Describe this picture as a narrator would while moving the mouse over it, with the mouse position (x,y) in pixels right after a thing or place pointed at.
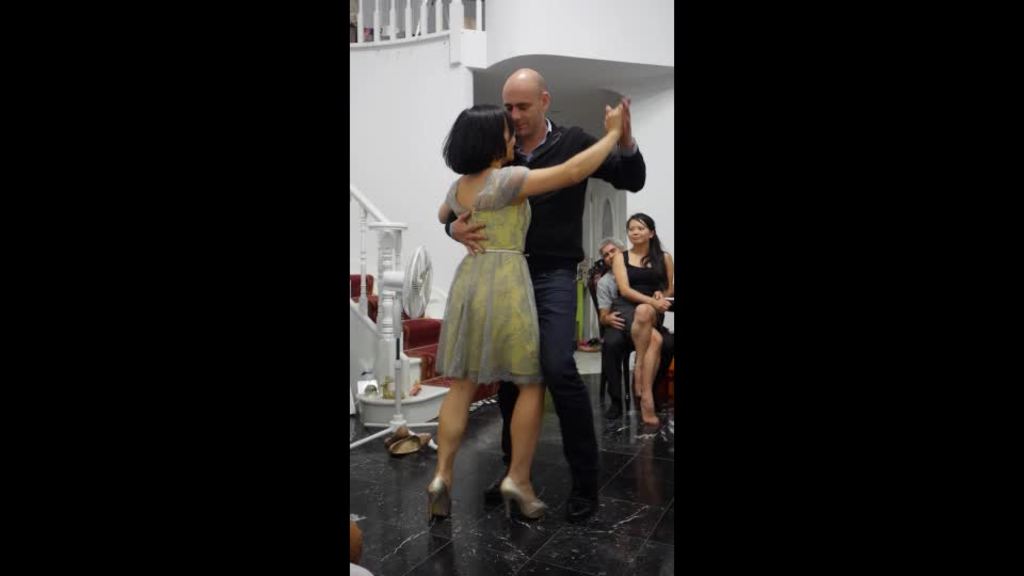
In this picture we can see the railing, table fan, sandals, objects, floor (652,547), staircase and the carpet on the stairs (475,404). We can see a man (534,224) and a woman (484,283). They are dancing. On the right side of the picture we can see a man (618,317) sitting on a chair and we can see a woman (655,256) is sitting on his lap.
